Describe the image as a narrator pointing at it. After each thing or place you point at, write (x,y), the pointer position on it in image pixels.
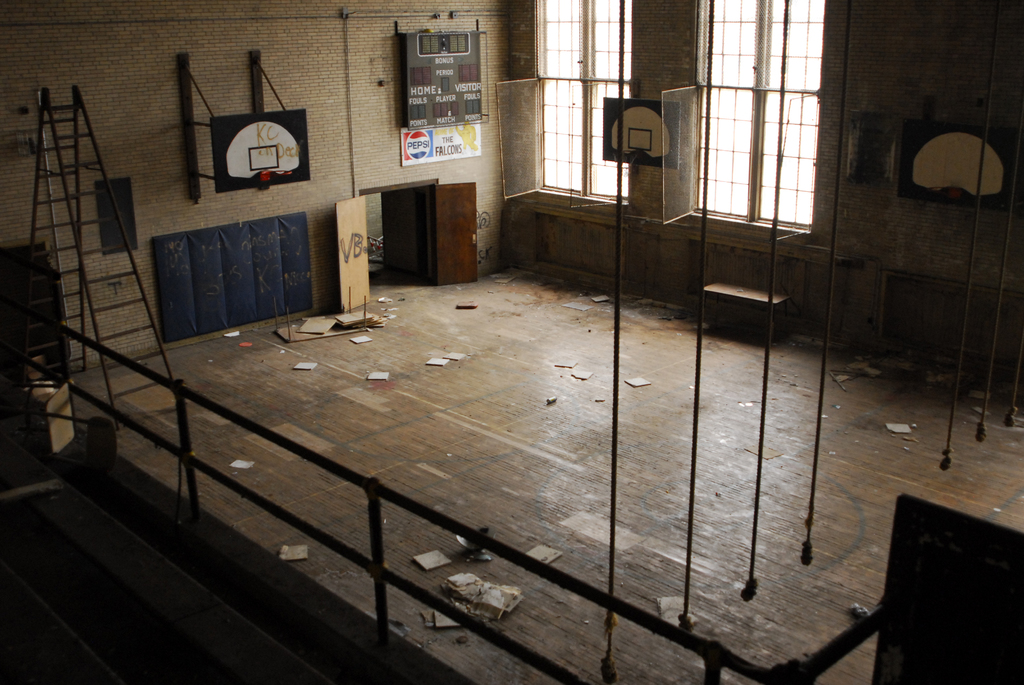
In this image I can see the inner part (517,374) of the gym (522,371). Inside the gym (137,351) I can see few ropes (615,427) hanging. To the left (84,252) I can see the ladder (74,223). I can also see many boards (277,160) and windows (723,147) to the wall (323,49). I can see many papers (467,573) on the wooden floor (596,485).
